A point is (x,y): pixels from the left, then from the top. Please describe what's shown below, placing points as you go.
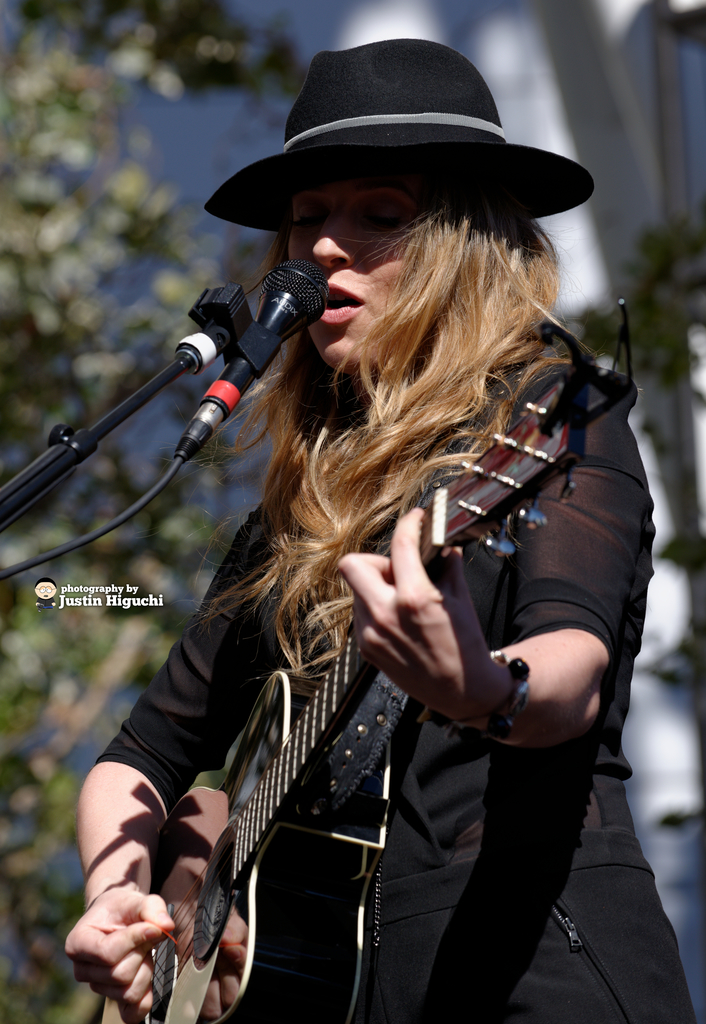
In this picture a black dress lady (456,782) is playing a guitar (175,903) and singing with a mic (301,305) placed in front of her. In the background (8,424) there are trees (82,76) and buildings (537,69).
